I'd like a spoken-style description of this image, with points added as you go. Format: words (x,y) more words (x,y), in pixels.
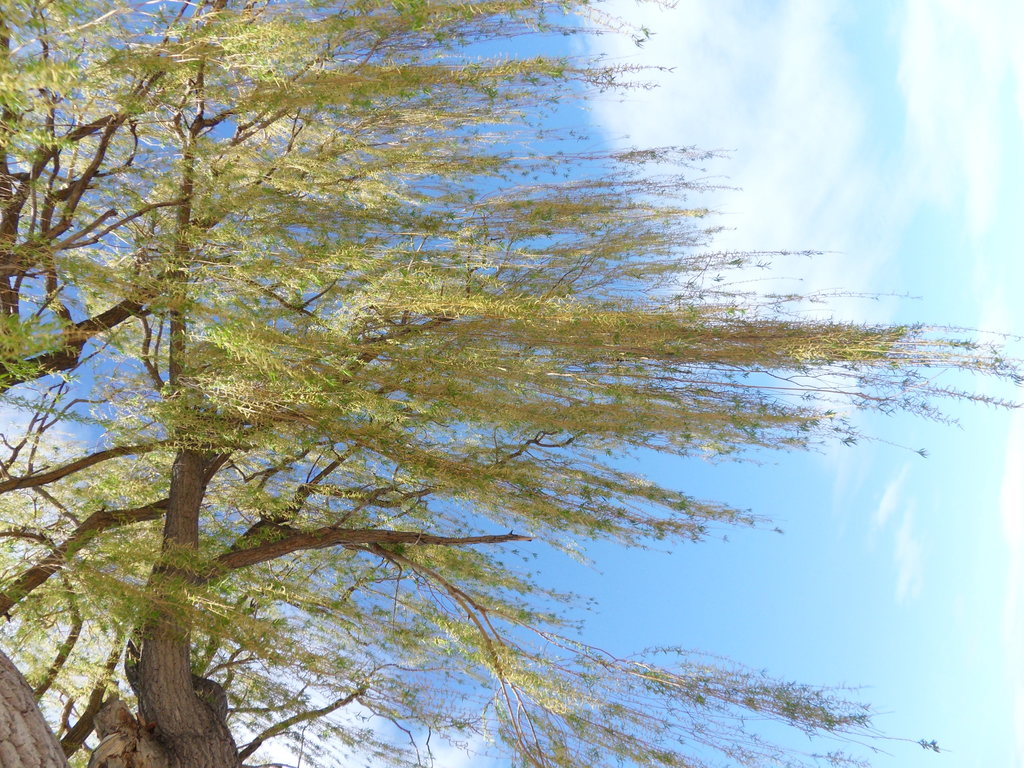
In this image there are trees (389,495), at the top of the image (728,123) there are clouds (716,205) in the sky (682,100).
